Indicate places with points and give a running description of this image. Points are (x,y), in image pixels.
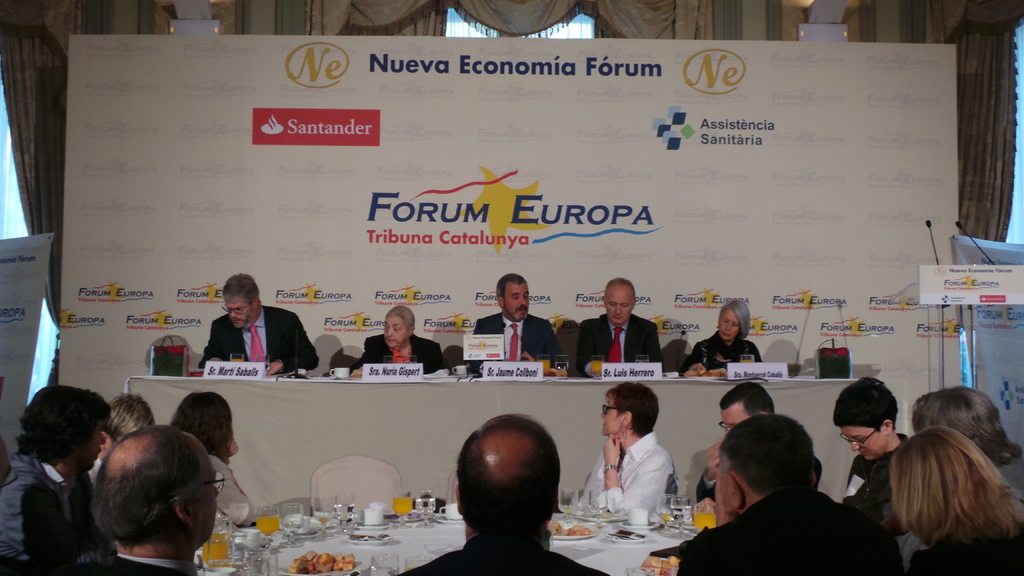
in the picture there are many people (187,450) sitting in chair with a table (509,398) in front of them, on the table (340,424) there are many items (556,365), there is a banner (561,249) back of the people (585,342), on the banner (390,297) there is a text (103,148).
